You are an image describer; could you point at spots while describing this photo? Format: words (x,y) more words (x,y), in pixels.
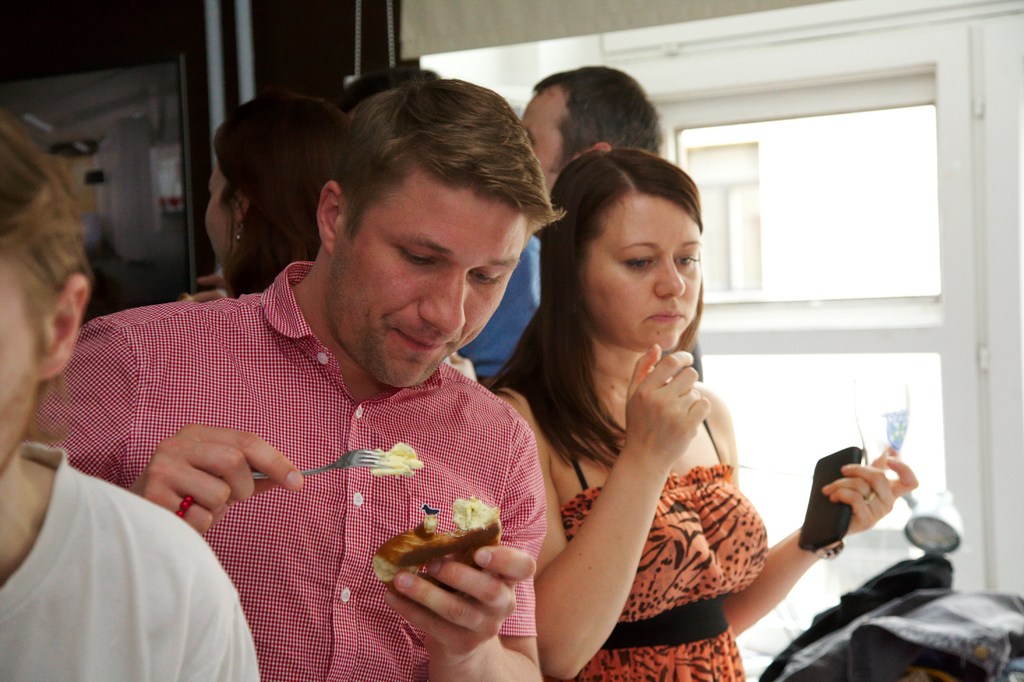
In the center of the image (409,427) we can see a man (424,482) holding a fork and some food (438,546) in his hands (240,484), next to him there is a lady (644,470) standing and holding a mobile (824,499). In the background (891,374) there are people (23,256) and we can see a door (763,194).
